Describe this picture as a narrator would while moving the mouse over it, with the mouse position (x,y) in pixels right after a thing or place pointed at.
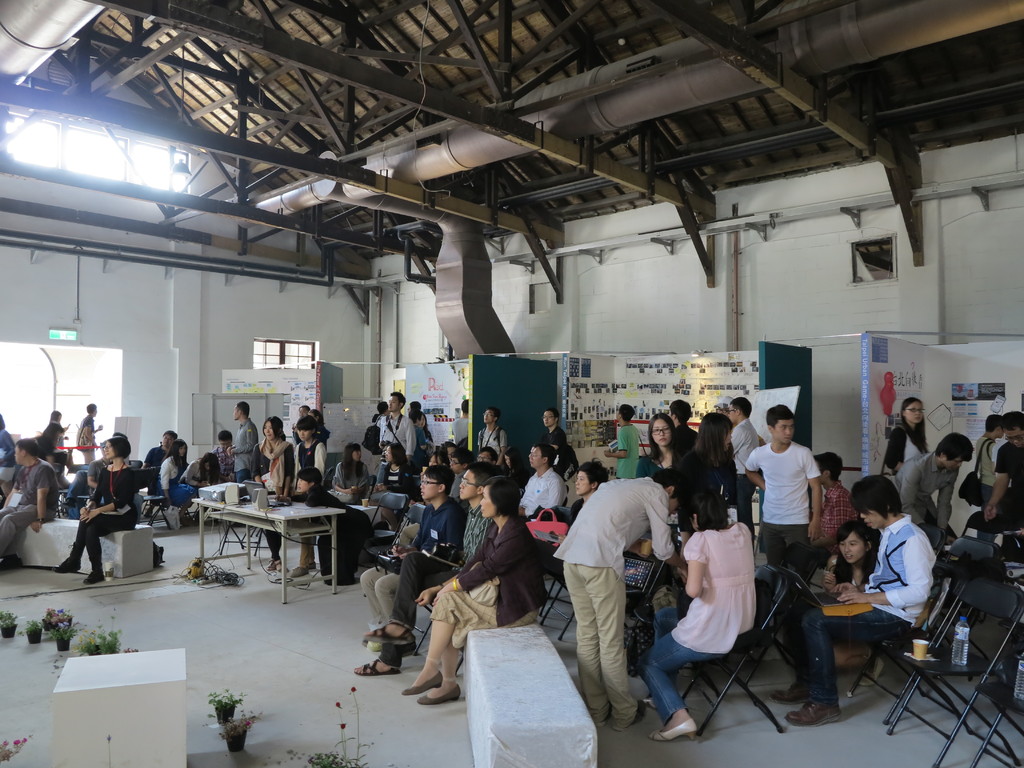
In this image I see number of people (8,438) in which few of them are sitting and rest of them are standing. In the background (1011,386) I see few tables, chairs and the wall (1005,189).
